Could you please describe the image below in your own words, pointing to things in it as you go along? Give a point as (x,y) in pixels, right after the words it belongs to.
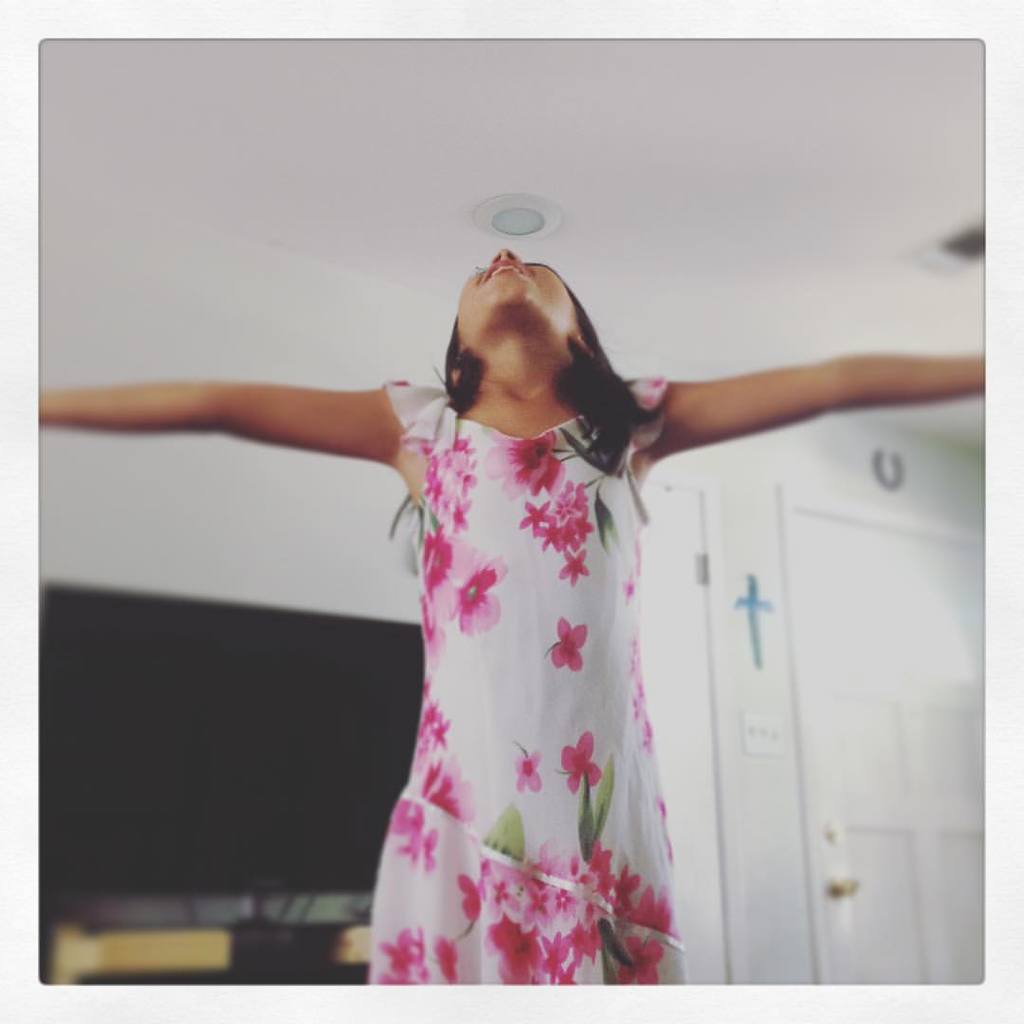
In the image we can see a girl (480,598), standing, wearing clothes (468,739) and it looks like she is dancing. Here we can see the television (211,788), door (926,764) and the background (946,480) is slightly blurred.
